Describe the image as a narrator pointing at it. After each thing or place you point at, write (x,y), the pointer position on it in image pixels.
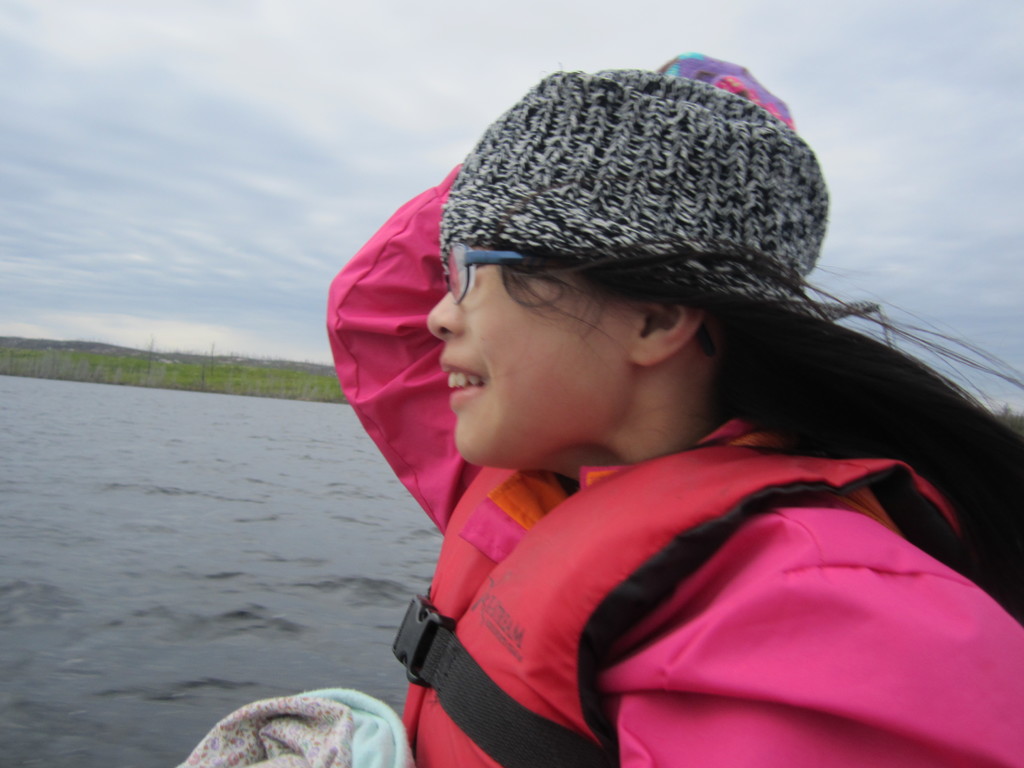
In this image I can see the person (510,497) and the person (718,629) is wearing pink color dress (718,629). In the background (276,590) I can see the water (276,590) and I can see the plants (158,368) in green color and the sky (234,145) is in white color.
